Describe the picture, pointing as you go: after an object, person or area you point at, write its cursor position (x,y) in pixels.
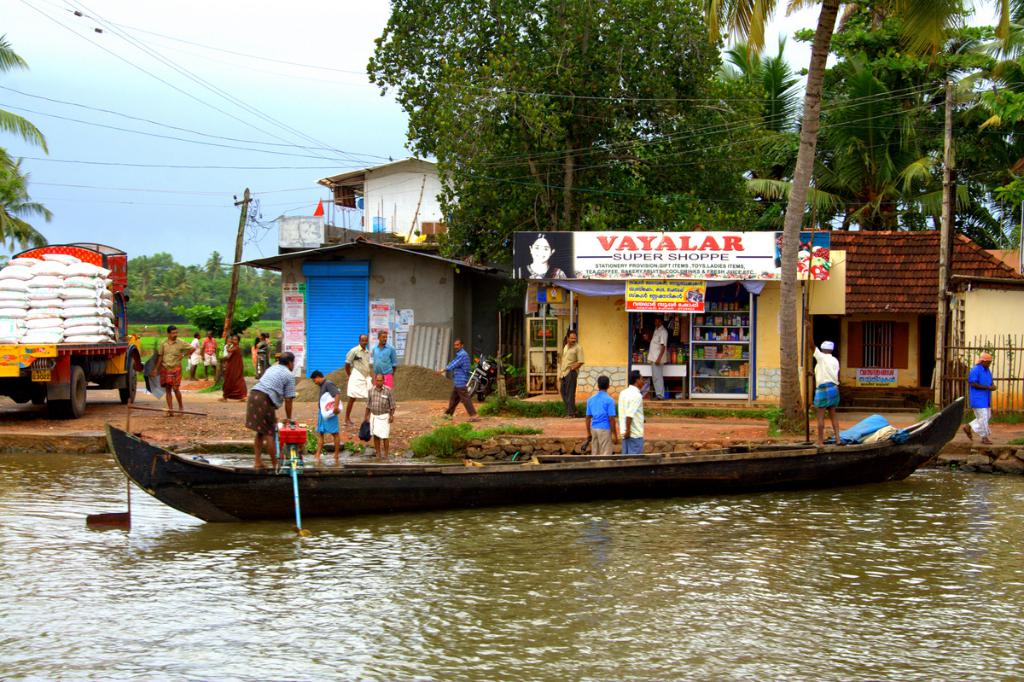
In the foreground of this image (408,567), there is a boat (388,499) on the water (491,590) and a man (269,434) standing on the boat (271,488). In the background (166,360), there are persons (386,401) walking and few (594,414) are standing on the path (681,423), few buildings (547,281), banners (633,290), posters (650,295), a bike (474,352), a lorry (84,347) with load (75,314), few trees (489,119), cables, a pole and the sky (249,22).
